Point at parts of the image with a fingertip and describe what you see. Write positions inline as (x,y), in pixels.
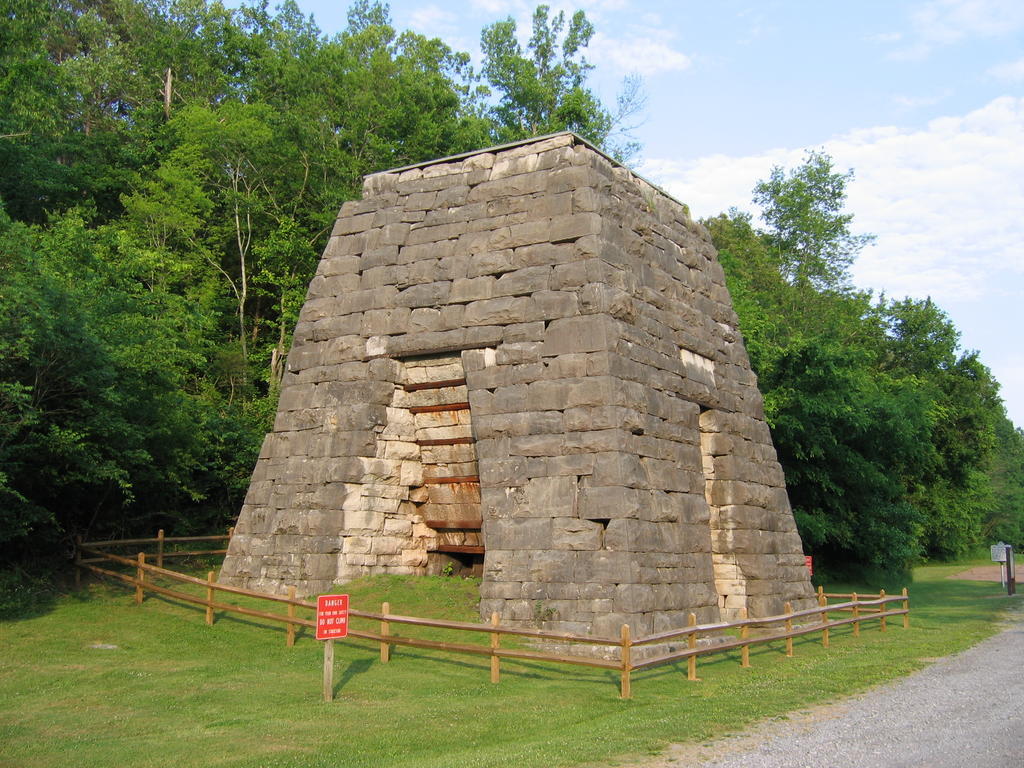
In this picture we can see some grass (422,695) on the ground (732,687). We can see the road (853,711) in the bottom right (934,738). There are boards (347,602) visible on the poles (1012,567). We can see some wooden fencing (169,537) around a block (302,443) with stone walls (650,627). There are a few trees (804,540) visible in the background (78,163). Sky (748,90) is blue in color and cloudy.
